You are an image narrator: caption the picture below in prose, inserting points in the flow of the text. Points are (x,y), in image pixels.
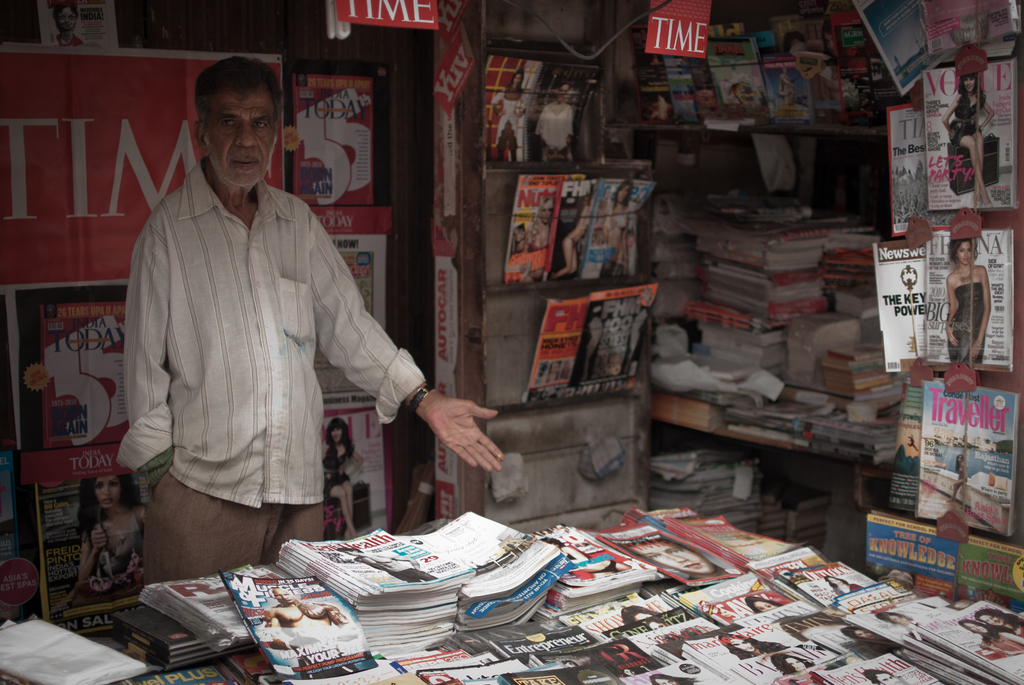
Here in this picture we can see a person (185,279) standing over a place and in front (305,592) him we can see a table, on which we can see number of magazine books (424,591) present on it over there and behind him we can see posters (362,515) present and we can also see racks (571,140) with full of books (860,389), papers (794,414) and magazines (508,127) present over there.
